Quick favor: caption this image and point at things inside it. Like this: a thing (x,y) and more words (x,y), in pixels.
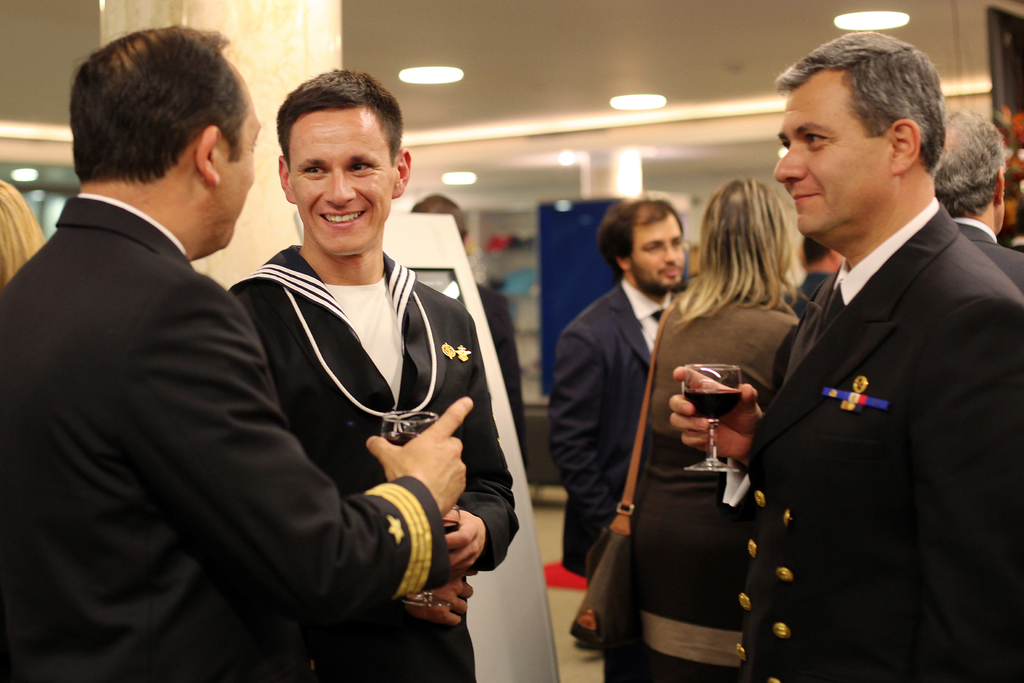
In the foreground of the picture (373,337) there are officers (403,503) standing, they are holding glasses (412,418) and talking. In the center of the picture (651,295) there are people (707,328), pillar (255,83) and a board (443,253). The background (588,173) is blurred.
